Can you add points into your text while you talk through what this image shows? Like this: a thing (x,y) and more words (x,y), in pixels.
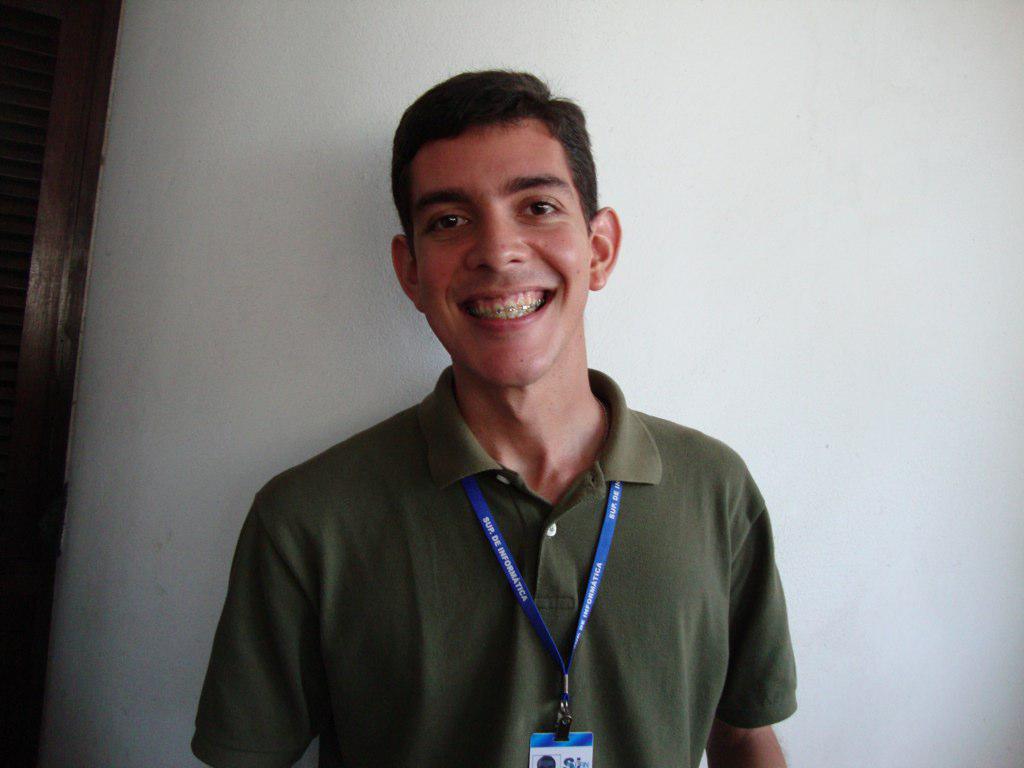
In this image we can see a person (510,281).
